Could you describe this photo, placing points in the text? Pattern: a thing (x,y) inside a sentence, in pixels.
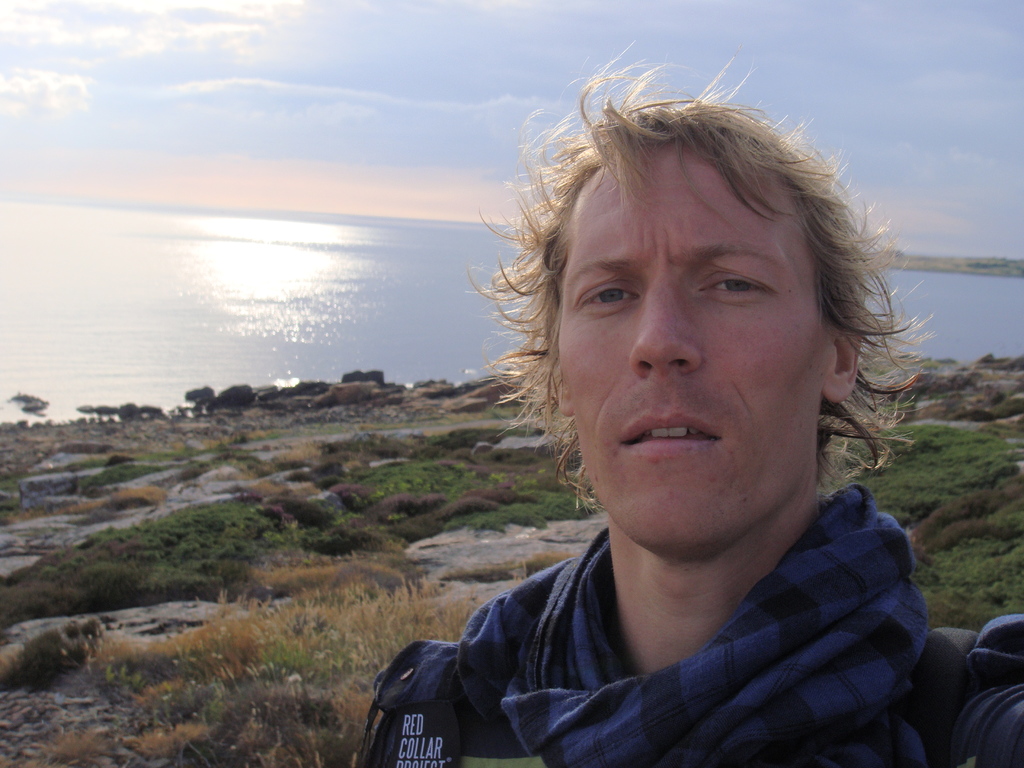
This is man (760,638), these is grass (278,629) and stones (349,404), this is water (142,365) and sky (406,96).
